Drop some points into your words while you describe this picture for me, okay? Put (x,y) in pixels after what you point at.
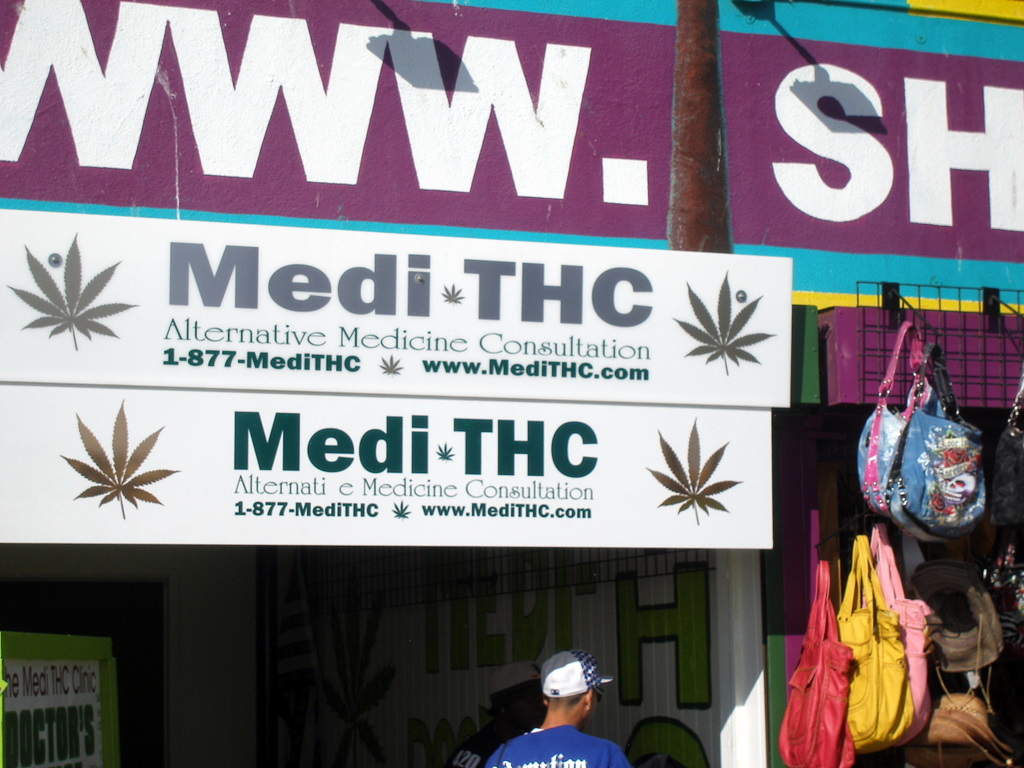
In this image I can see few boards (527,513), number of bags (874,586), hats (969,627) and here I can see one person (557,729) is standing. I can see this person (584,750) is wearing blue dress (568,743) and white colour cap (561,688). On these boards (204,426) I can see something is written.
